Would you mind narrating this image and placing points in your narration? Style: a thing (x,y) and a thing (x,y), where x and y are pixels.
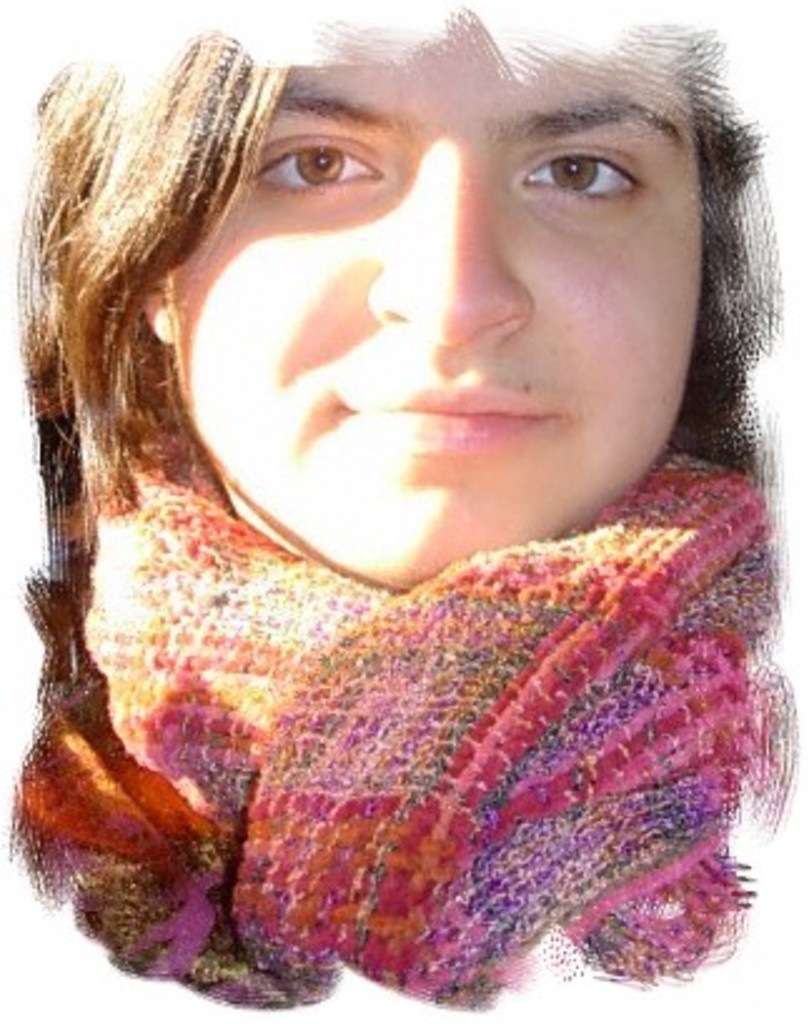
This is an edited image of a person (501,257) wearing a neck scarf (331,726).
